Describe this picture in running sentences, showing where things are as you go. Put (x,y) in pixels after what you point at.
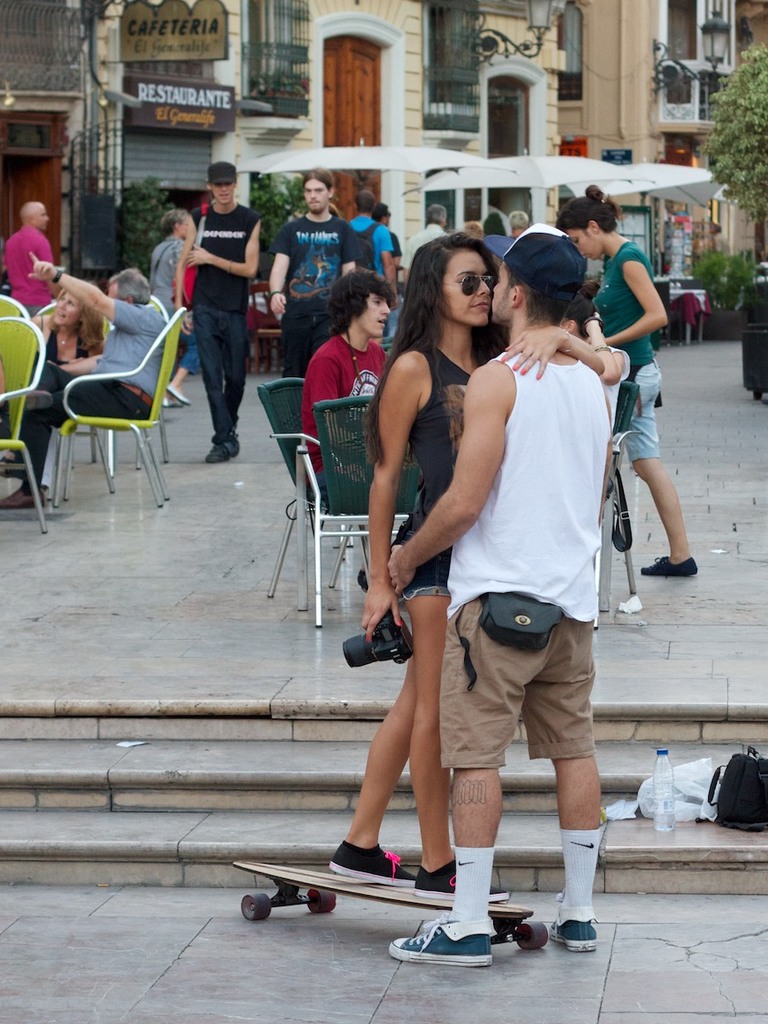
I can see a woman (430,603) standing on the skateboard (359,881) and holding a camera (380,634). And here is the man (544,455) standing and holding the women (404,423). I can see a water bottle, a black color bag (735,808) and white color polythene bag (694,788). At background (210,389) I can see few people (114,336) sitting on the chairs (158,394) and few people (334,265) are walking. This is a building (424,54) with a lamp (531,56) attached to the building (432,50) and this is a door (346,96). Here is the name board (199,85). This looks like a tree (737,155).
